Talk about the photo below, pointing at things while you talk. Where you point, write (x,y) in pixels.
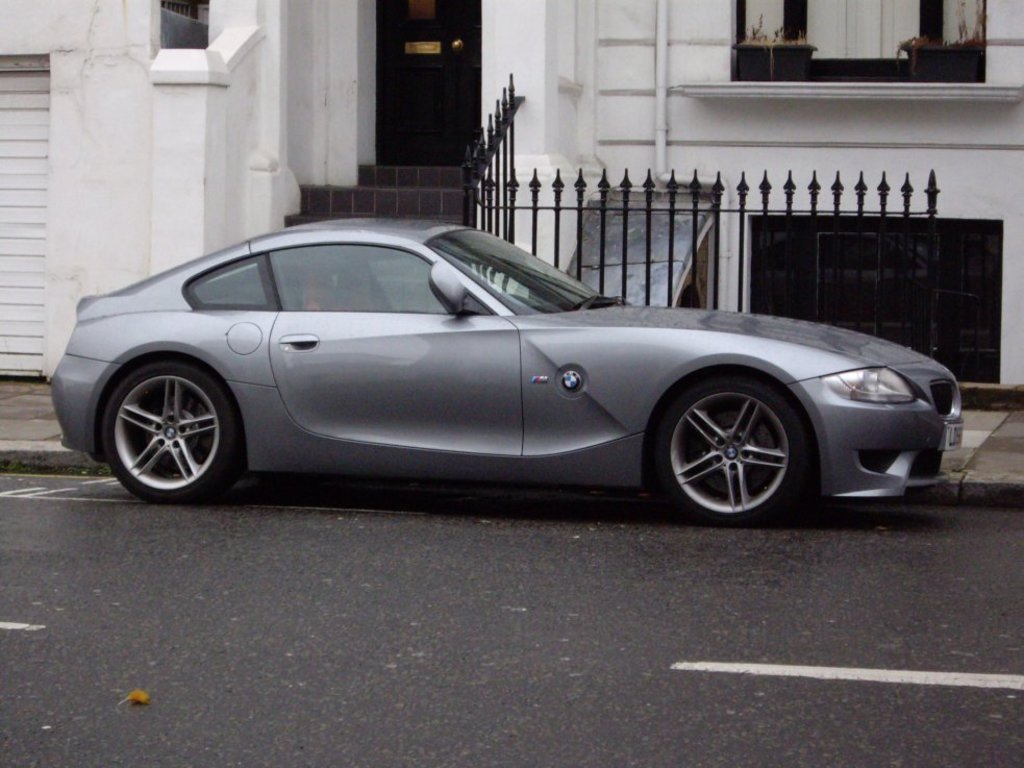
In this image we can see a car (486,456) on the road (484,557). In the background of the image (400,142) there is a building (619,71) with a door (416,105) and fencing (684,210).
